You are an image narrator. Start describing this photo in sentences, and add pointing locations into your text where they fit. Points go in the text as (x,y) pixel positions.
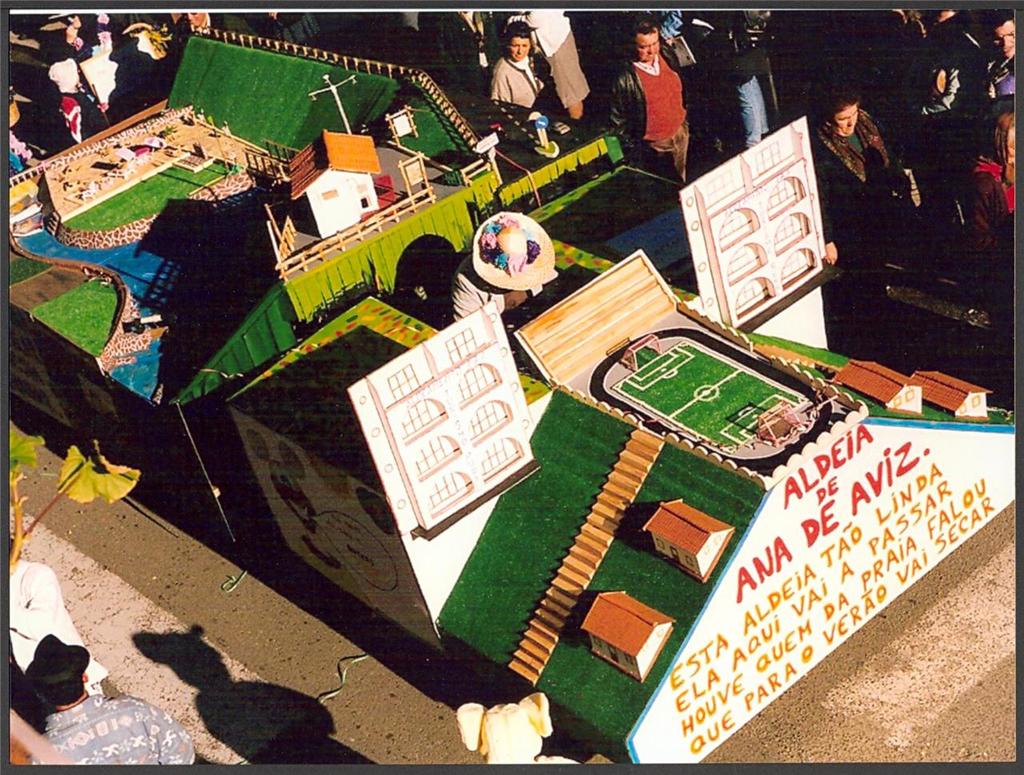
In this image I can see the miniature (497,355) of few buildings (482,422), poles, fencing (412,200), boards (405,124) and few objects (448,236). I can see few people (858,145) around.
